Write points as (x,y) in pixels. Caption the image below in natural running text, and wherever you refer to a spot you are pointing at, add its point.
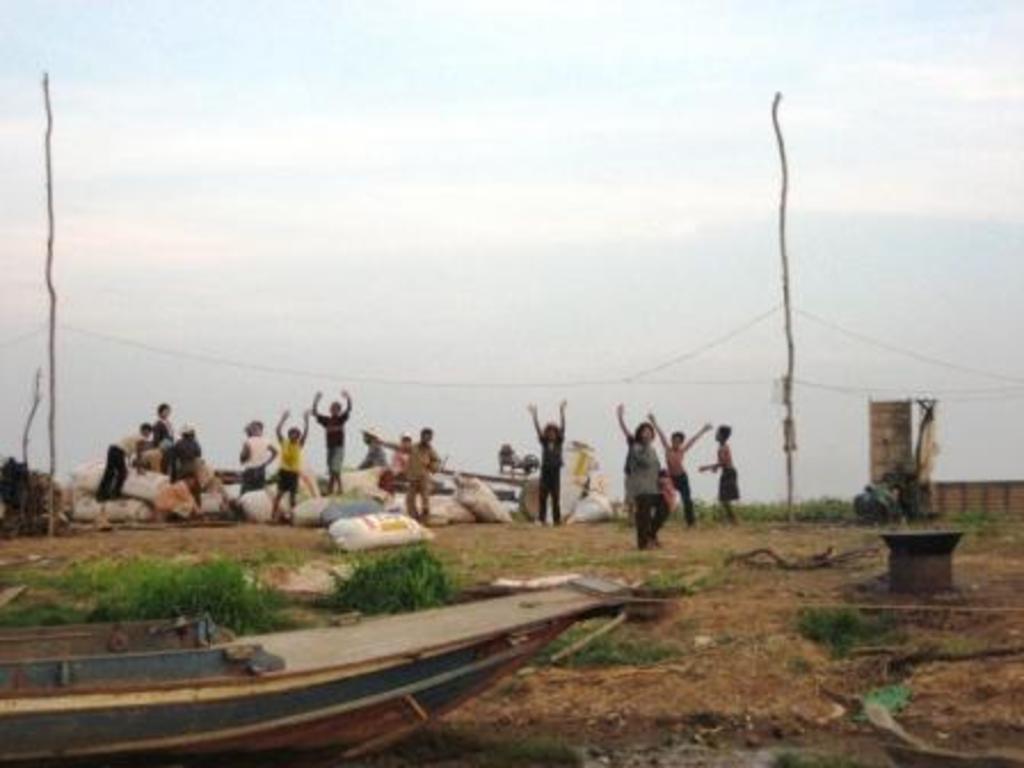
In this image I can see number of people (252,481), grass (426,572), a boat (404,620), few white colour bags (310,498), wires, few poles (783,303) and the sky (699,185).
